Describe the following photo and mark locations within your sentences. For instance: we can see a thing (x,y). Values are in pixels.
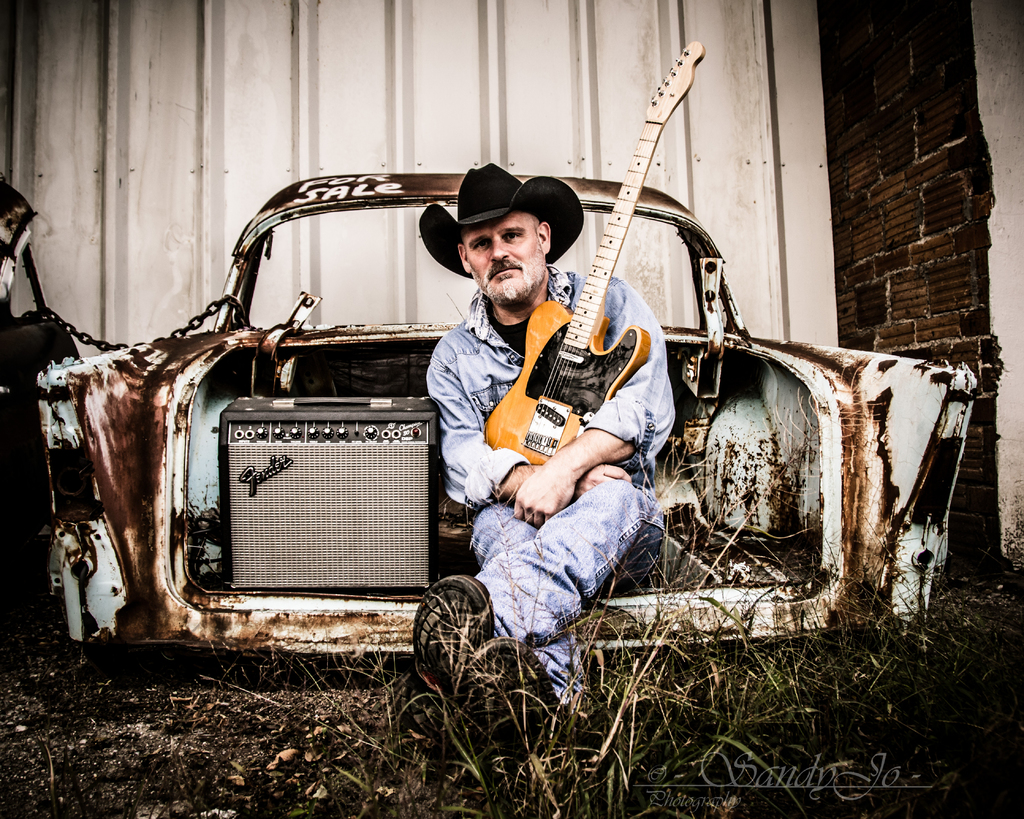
there is man (506,383) sitting in old rusted car (398,641) holding a guitar (627,369).
